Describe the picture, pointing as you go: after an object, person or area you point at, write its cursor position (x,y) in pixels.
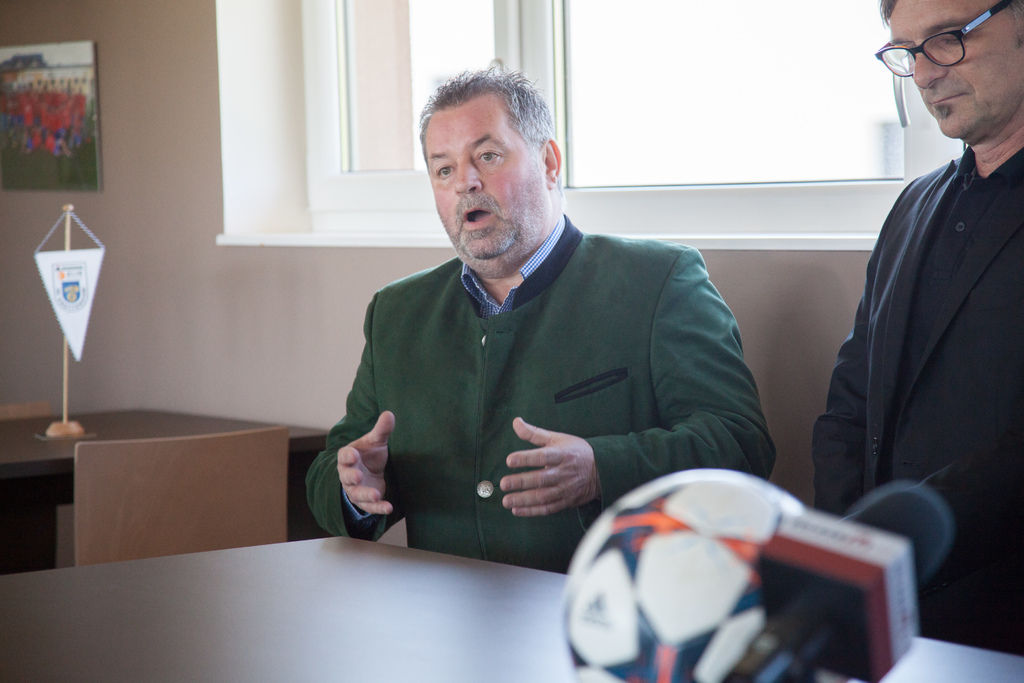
In this image we can see two person (744,393) and one among them is talking and there is a table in front of them and on the table (519,607), we can see a ball (640,579) and mic (803,618). To the side there is an object (54,264) on the table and we can see the wall (32,235) with a photo frame (17,170) and the window (331,145).
